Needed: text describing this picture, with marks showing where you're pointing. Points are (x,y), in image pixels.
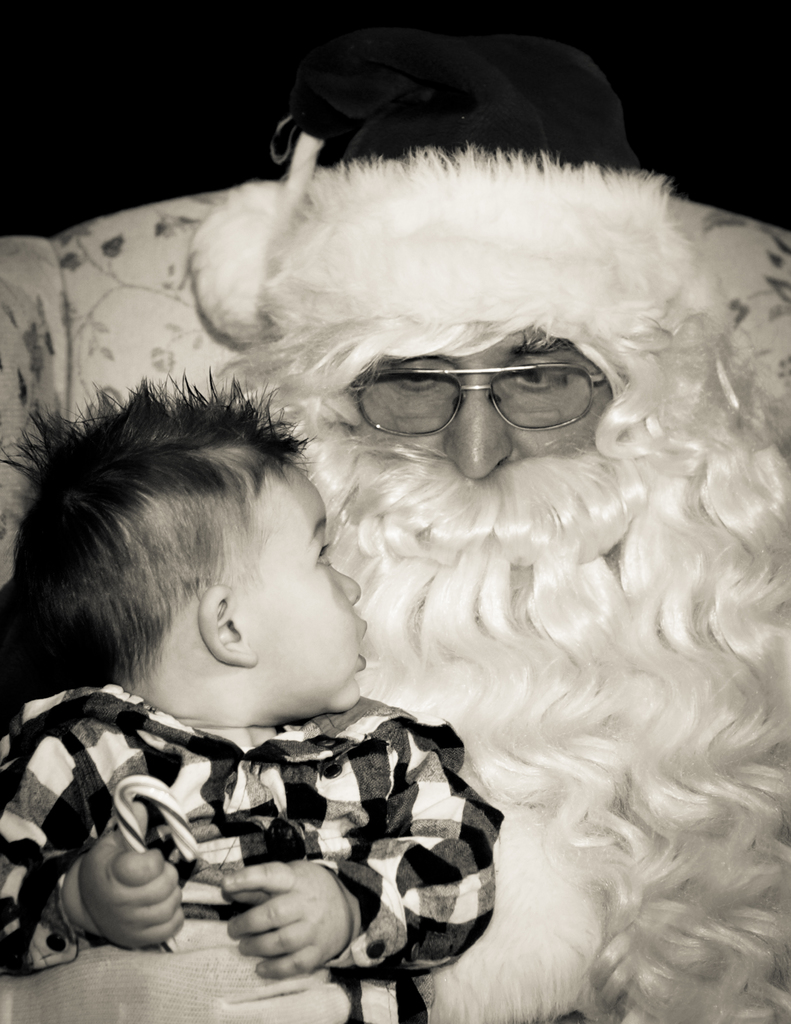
In the image we can see the black and white picture of the Santa (544,642) wearing spectacles (513,382) and the baby (207,893) wearing clothes (227,867). Here we can see the couch (122,322) and the background (147,10) is dark.
